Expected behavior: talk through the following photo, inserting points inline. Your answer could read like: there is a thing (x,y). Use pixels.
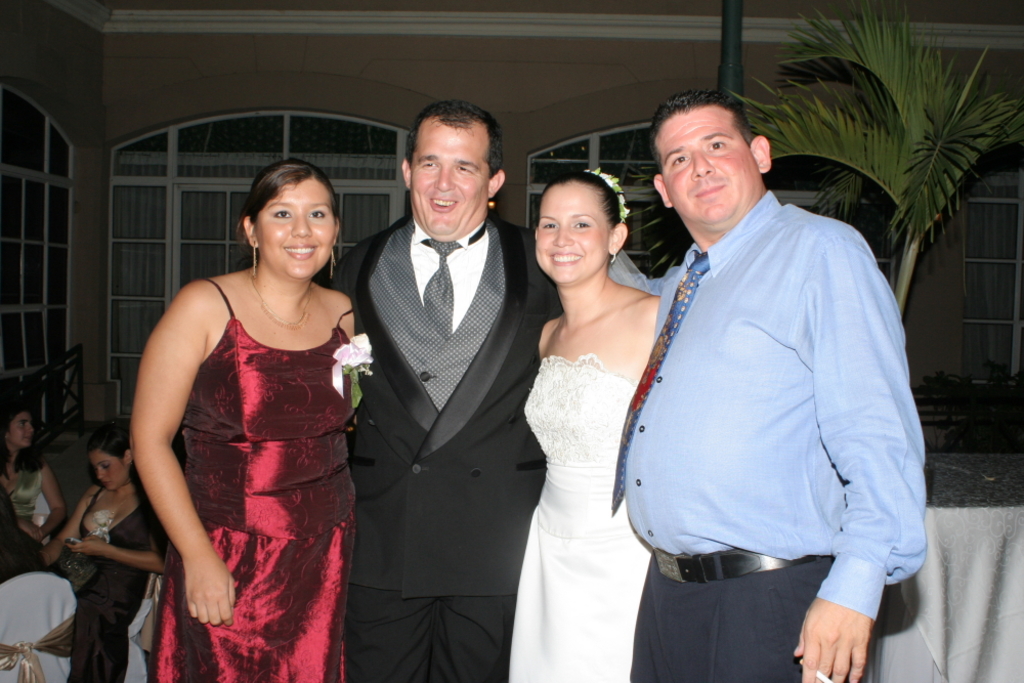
In this image we can see four people (412,512) standing and smiling. In the background (119,536) there are people (153,566) sitting. On the right (1004,526) there is a table (1004,526) and a houseplant (886,171). In the background (661,51) there is a wall (638,84) and we can see windows (208,236).
